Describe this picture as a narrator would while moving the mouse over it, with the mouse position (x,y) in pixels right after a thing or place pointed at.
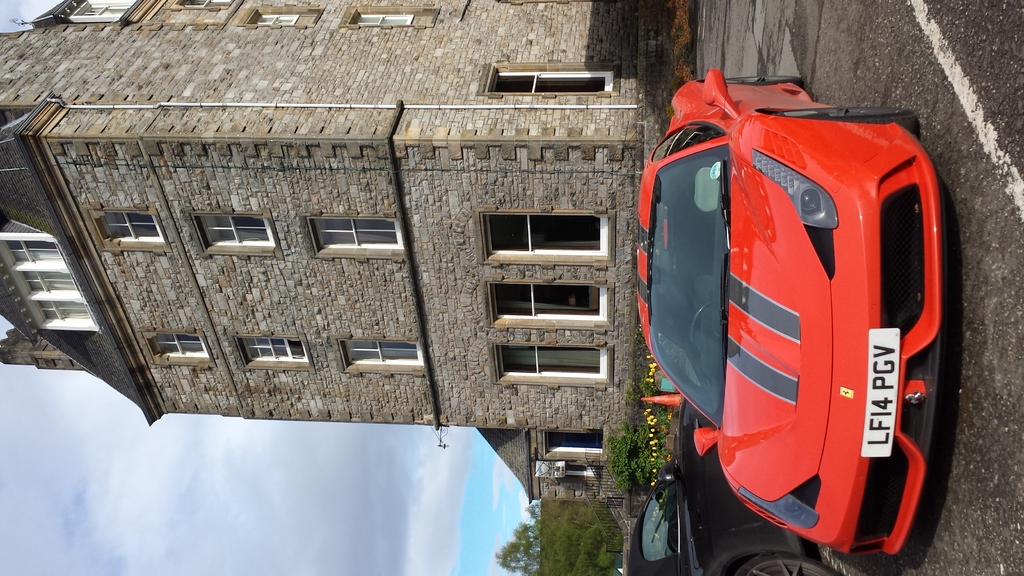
In this image we can see motor vehicles (730,188) on the road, plants (636,470), trees (560,552), railings (601,520), building (421,246), pipelines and sky (489,480) with clouds (354,475).
